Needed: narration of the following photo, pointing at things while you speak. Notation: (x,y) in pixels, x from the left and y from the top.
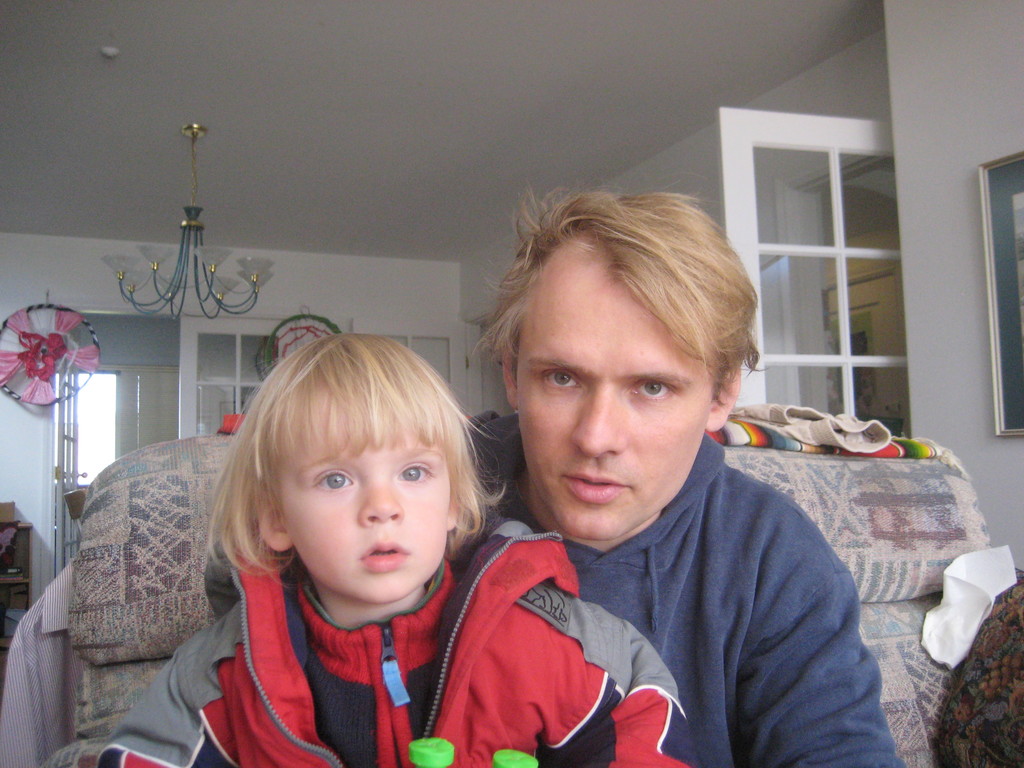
In this image I can see a person (644,527) wearing blue colored jacket (646,561) and a girl (412,555) wearing red, black and grey colored jacket (545,673) are sitting on a couch (869,580). I can see few clothes (838,450) on the couch (877,579), the wall (438,298), the ceiling (396,248), a chandelier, the door (780,254), a photo frame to the wall (943,365) and few other objects (25,360) to the wall (52,265).
